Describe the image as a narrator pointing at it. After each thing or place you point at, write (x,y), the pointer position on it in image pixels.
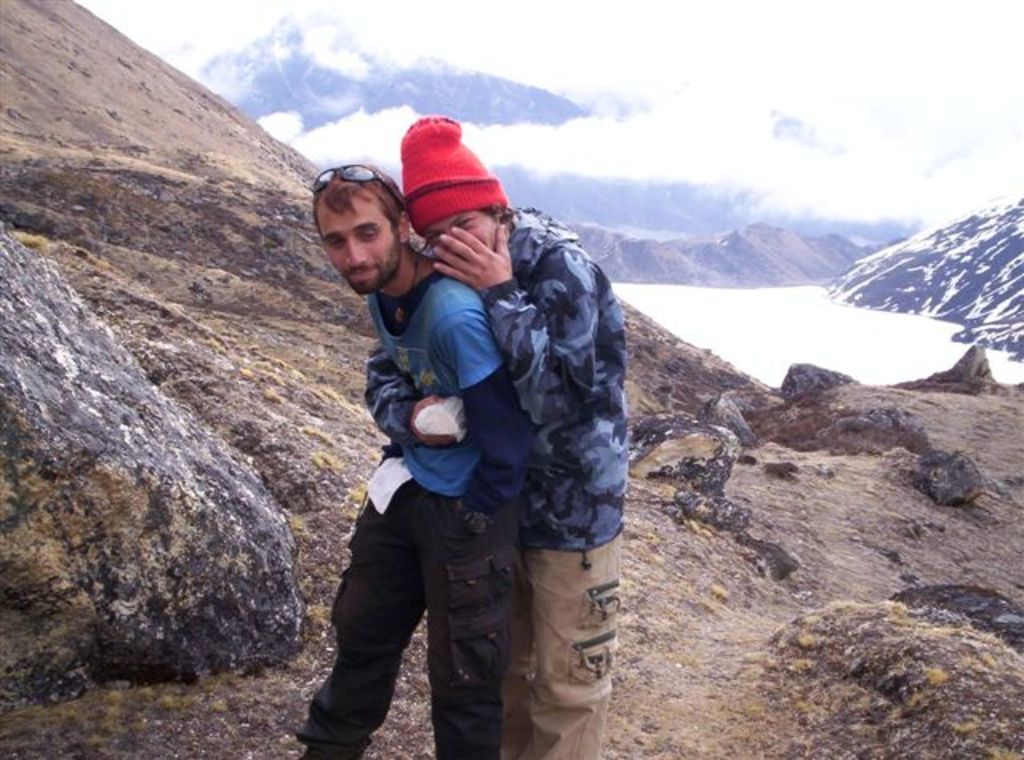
In this image there are two men (511,373) who are standing on the rock (254,695). In the background (786,257) there are mountains (726,199) with snow (853,289) on it. The person (562,308) on the right side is having a red colour cap (439,176). On the left side (129,518) there is a big rock (129,408).
